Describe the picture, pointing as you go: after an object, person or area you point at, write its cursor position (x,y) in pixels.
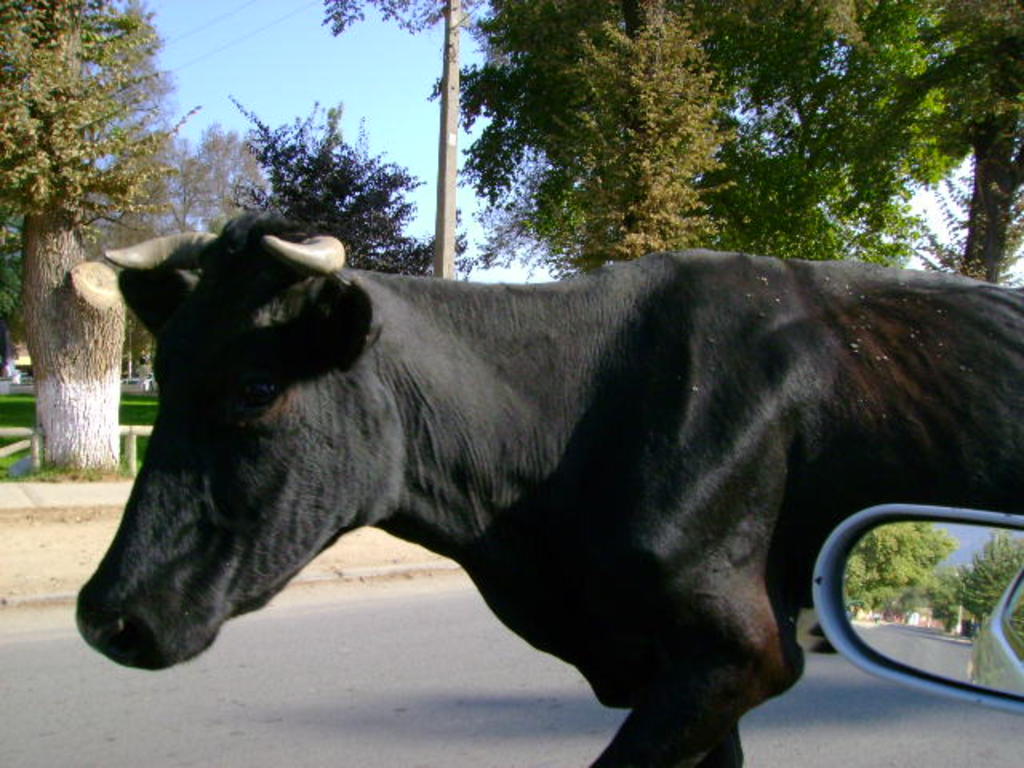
In this picture there is a black color cow (669,429) walking on the road (456,723). On the bottom right corner (1004,557) we can see car's mirror (951,623). In the mirror (920,612) we can see building (933,616), trees (912,582), sky (969,559) and road (934,641). In the background (582,187) we can see many trees (315,160). On the left (22,411) we can see grass (128,423) and wooden fencing (139,434). On the top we can see some wires (189,36).
